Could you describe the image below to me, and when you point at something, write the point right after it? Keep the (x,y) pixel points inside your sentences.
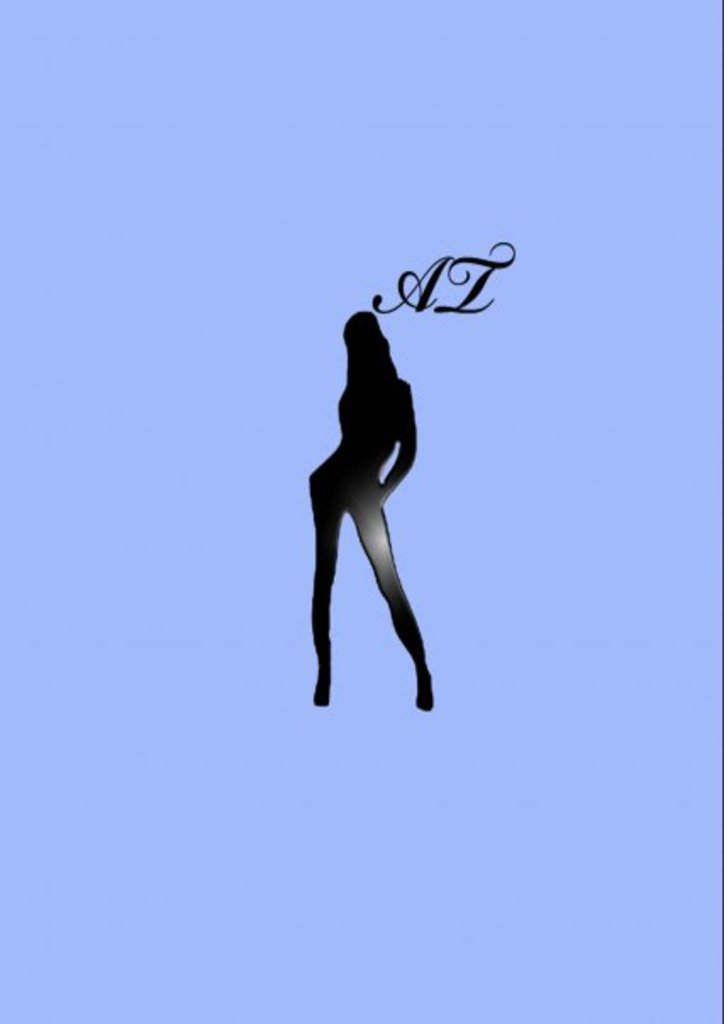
In this image we can see a logo (363,338) of a person (425,681). Background (636,132) it is in blue color.
